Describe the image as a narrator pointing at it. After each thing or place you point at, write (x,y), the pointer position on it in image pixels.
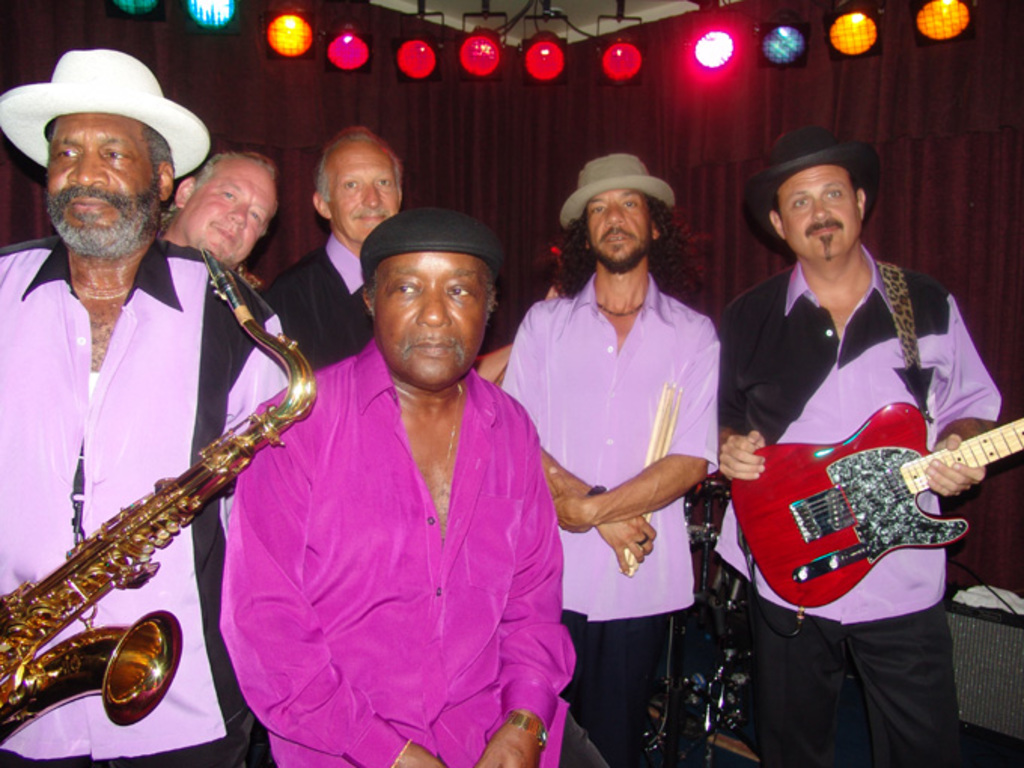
This image is clicked in a musical concert. There are lights (292,25) on the top side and there are 6 persons (405,255) standing here. The person (841,424) on the right side (752,473) is wearing a hat (835,143) and also holding a guitar (857,561) in his hand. Beside him a person (604,615) is standing and he is holding some sticks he is also wearing a hat (601,175). The person (528,452) in the middle (356,487) is wearing a cap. The person (211,378) on the left side (159,680) is holding some musical instrument (139,553) and he is also wearing a hat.
